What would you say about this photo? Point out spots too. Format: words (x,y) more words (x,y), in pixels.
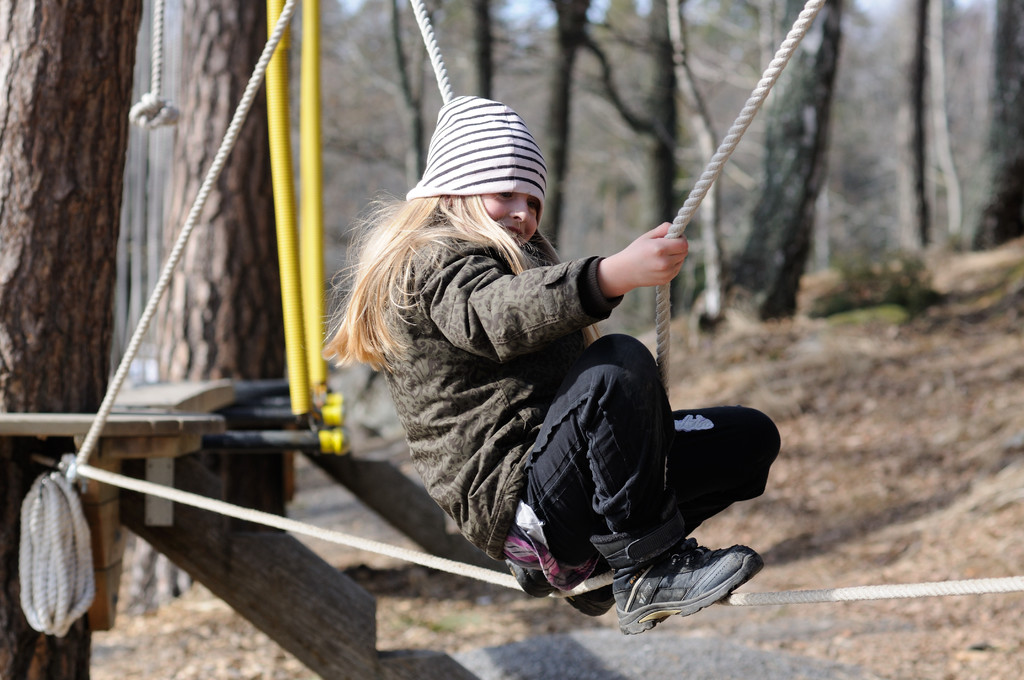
In this image we can see a little girl (593,354) swinging on the rope (835,589). And we can see the surrounding trees (57,208). And the background (749,197) is blurry.
